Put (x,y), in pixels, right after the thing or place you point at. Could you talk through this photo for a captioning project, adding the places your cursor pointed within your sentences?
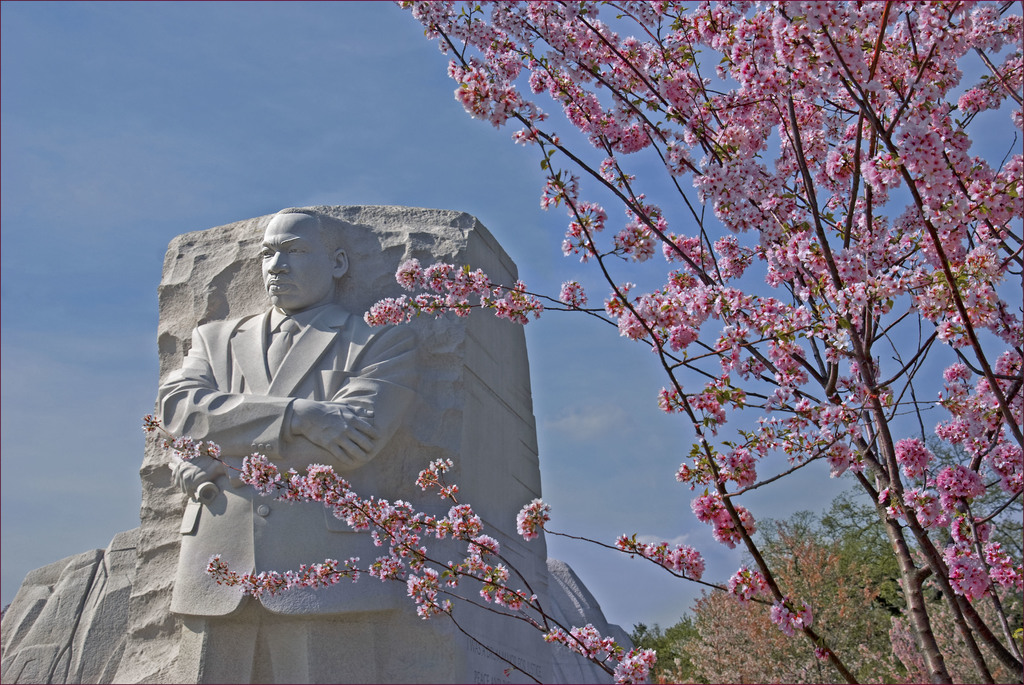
In this image I can see a pink flower tree (991,453) on the right (754,102). There is a sculpture (242,422) at the back (319,640). There are trees (774,639) on the right (849,495) and sky (297,153) at the top (227,125).
